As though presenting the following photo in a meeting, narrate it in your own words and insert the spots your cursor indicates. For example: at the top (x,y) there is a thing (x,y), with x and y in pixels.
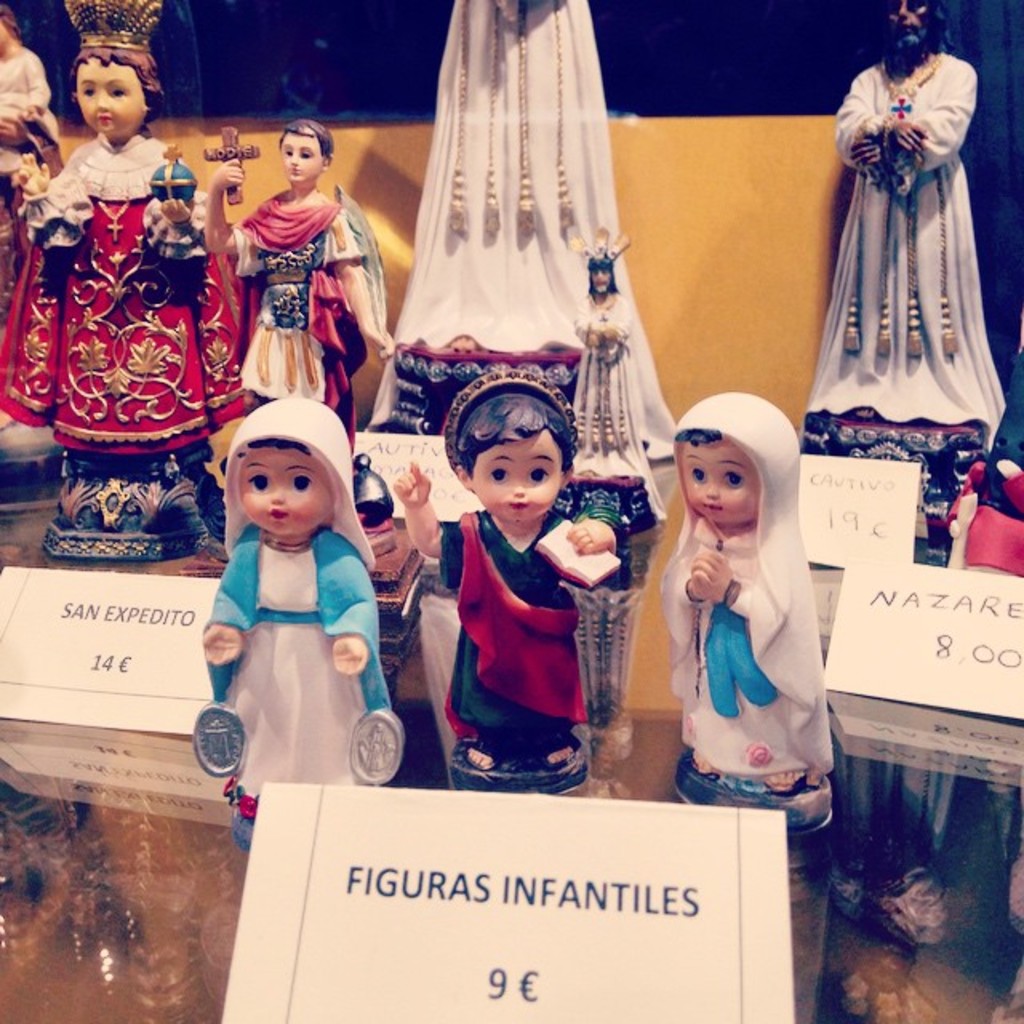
In this image in the front (482,906) there is a paper (456,900) with some text (513,903) written on it. In the center (546,534) there are dolls (511,583) and there are papers (932,607) with some text (932,600) written on it. In the background (116,258) there are statues (75,220) and there is an object (712,200) which is yellow in colour.
